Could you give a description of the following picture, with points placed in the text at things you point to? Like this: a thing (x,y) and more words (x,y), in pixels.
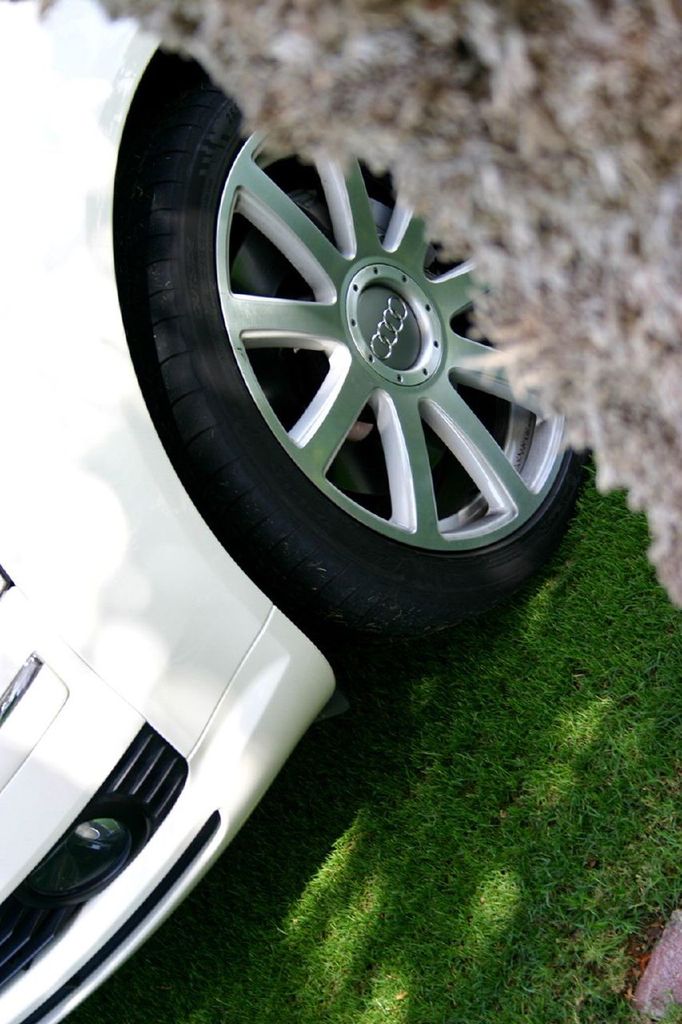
in this image in the front (496,900) there's grass (427,800) on the ground (333,730). In the center (234,461) there is a car (163,273). On the right side (635,247) there is an object (595,215) which is visible.
